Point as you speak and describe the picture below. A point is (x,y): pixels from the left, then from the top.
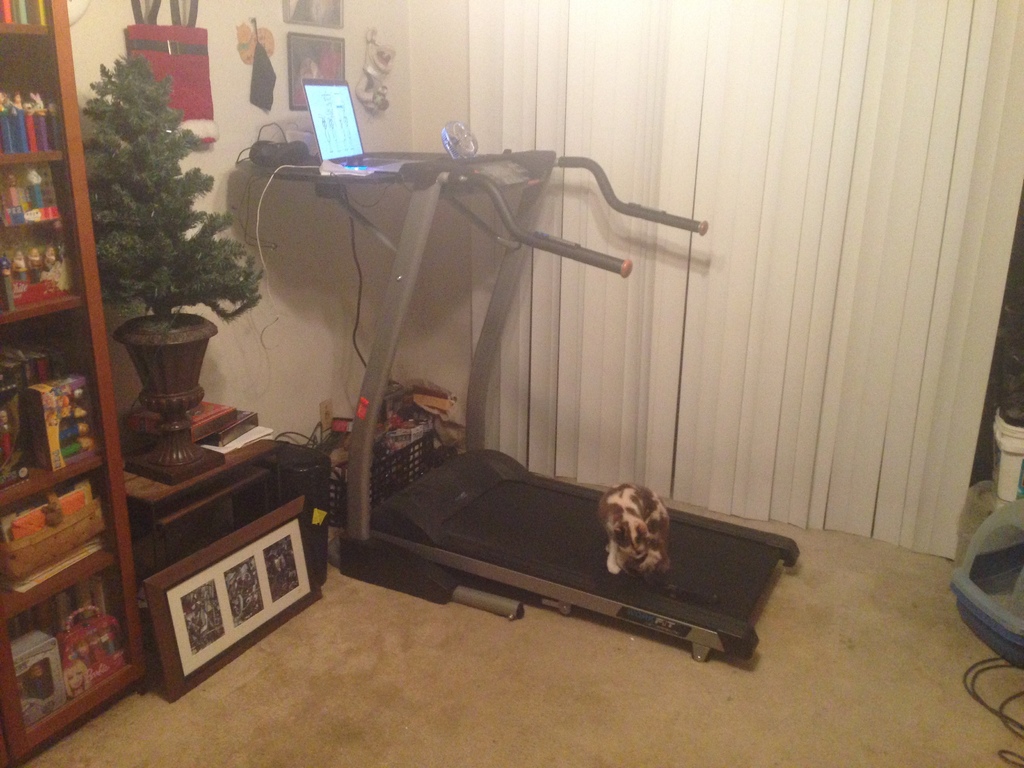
This is the inside view of a room (555,734). There is a treadmill (673,594) on the floor (616,707) and besides to that there is a curtain (802,337). And a cat (620,492) is sitting on the treadmill (599,514). Here we can see a frame (259,561) and there is a plant (133,239) besides to that there is a rack (94,596). And this is the wall (240,130).
